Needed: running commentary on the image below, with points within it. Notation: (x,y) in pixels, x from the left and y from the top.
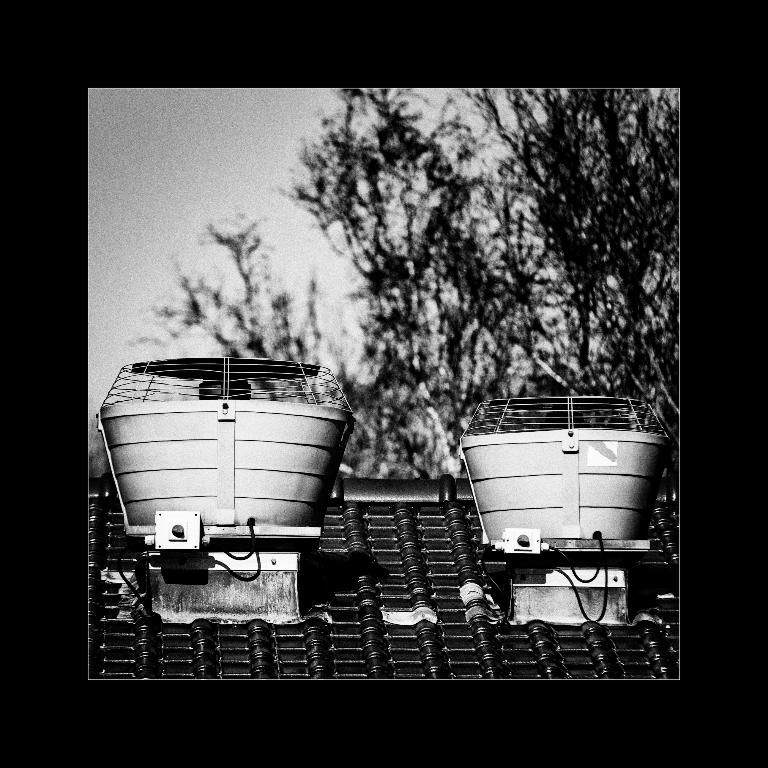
In this picture we can observe two fans (514,453) on the top of the building (395,613). We can observe a fence (274,379) on the top of the two fans (258,520). In the background (448,321) there are trees (390,280) and a sky (163,165). This is a black and white image.
